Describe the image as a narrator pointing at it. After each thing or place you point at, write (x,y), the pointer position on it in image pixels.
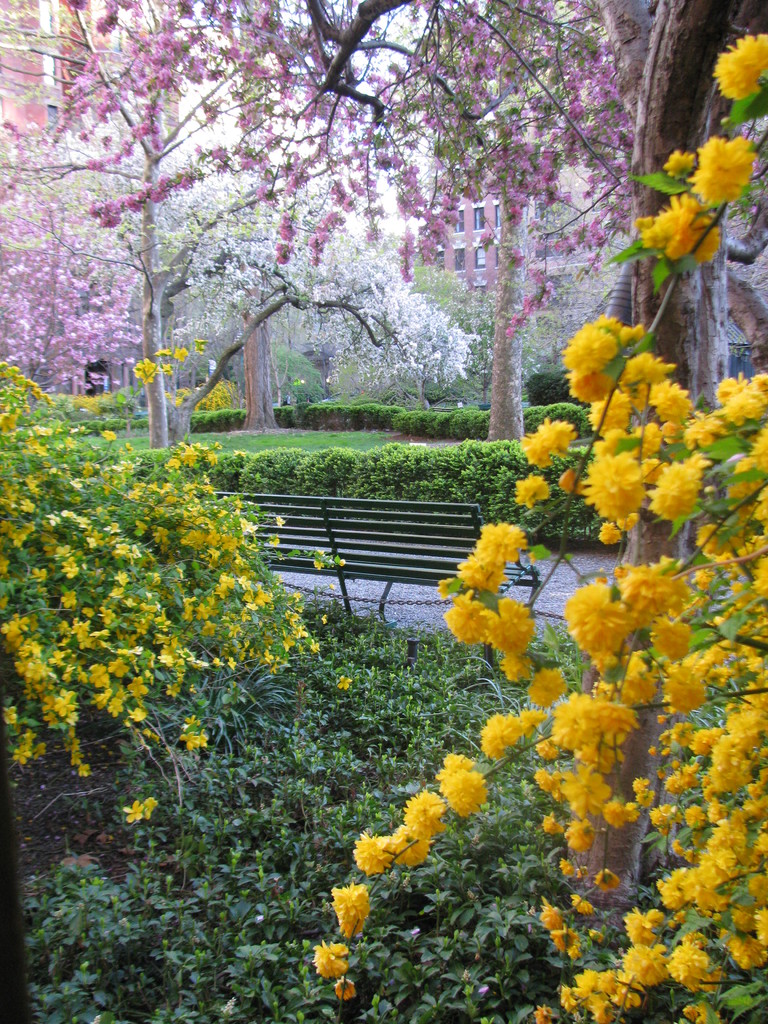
In the background of the image (416,115) there are trees (598,121). There are flowers (680,157) in the foreground of the image (206,538). There are plants (352,711). In the center of the image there is a bench (277,568).
